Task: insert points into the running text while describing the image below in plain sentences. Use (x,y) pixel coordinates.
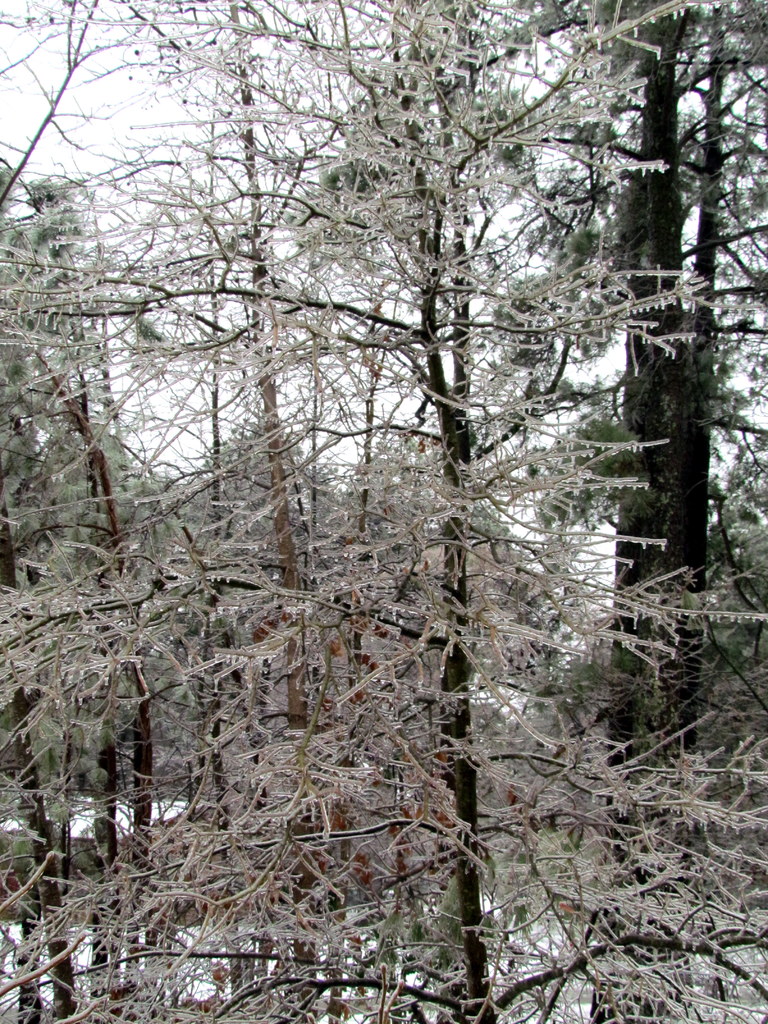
In this image, I can see the trees (138,534). In the background (73,157), there is the sky (124,110).
